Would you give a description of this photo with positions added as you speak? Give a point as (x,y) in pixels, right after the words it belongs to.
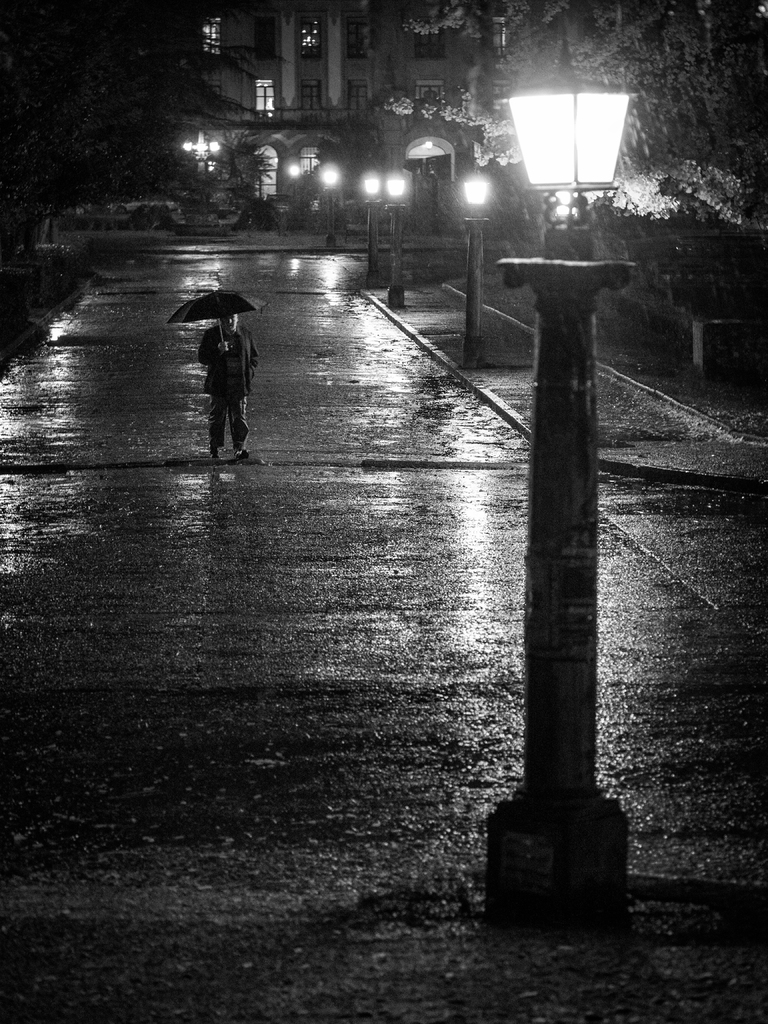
This picture is taken during night and in the picture I can see a person (227,326) holding an umbrella (249,310) visible on road (174,331), beside the person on the road (444,407) I can see some street light poles (478,262), lights (334,179) and there is a building (363,93) and some trees (538,71) visible at the top (497,53).
